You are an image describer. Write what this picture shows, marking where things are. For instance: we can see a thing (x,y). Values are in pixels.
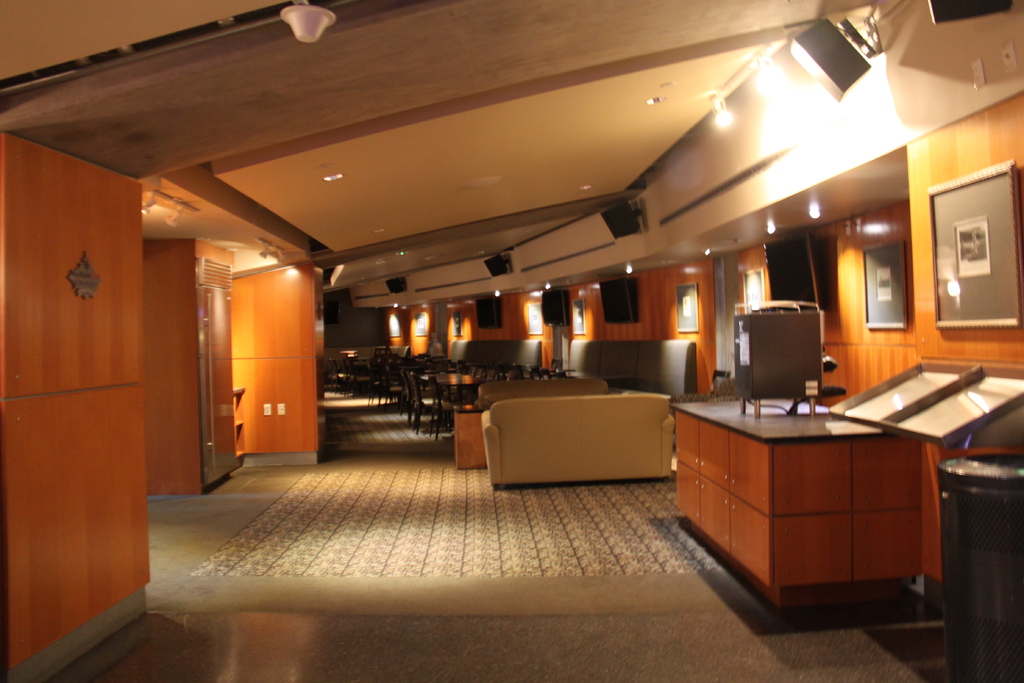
This picture is taken inside a hotel (586,555). There are couches (544,432), tables (467,384), chairs (406,380) and desk (745,440) in the room (698,433). There are speakers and boards (876,282) on the wall (842,271). There are lights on the ceiling (708,128). At the below right corner of the image (975,549) there is a dustbin (982,560). The carpets (679,538) are spread on the floor (402,437). The walls (244,451) are fully furnished with wood (829,327).
